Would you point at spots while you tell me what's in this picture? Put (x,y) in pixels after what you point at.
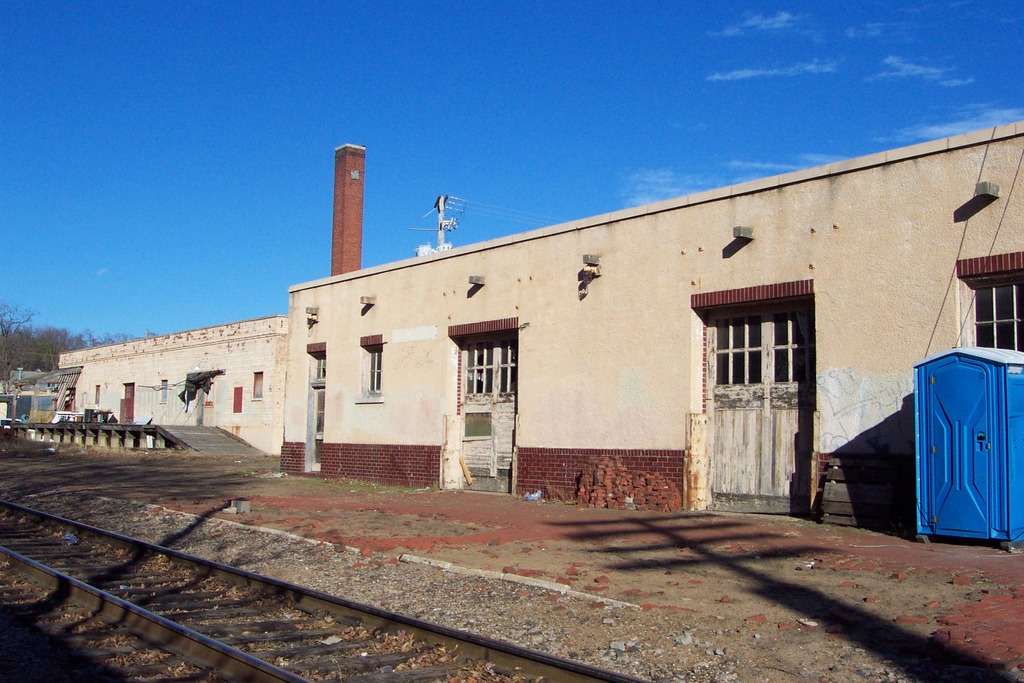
In this image we can see a few buildings (430,356), there are some trees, doors (487,397), windows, wires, pole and other objects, in front of the building (568,354) we can see a railway track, in the background (812,19) we can see the sky (727,165) with clouds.
